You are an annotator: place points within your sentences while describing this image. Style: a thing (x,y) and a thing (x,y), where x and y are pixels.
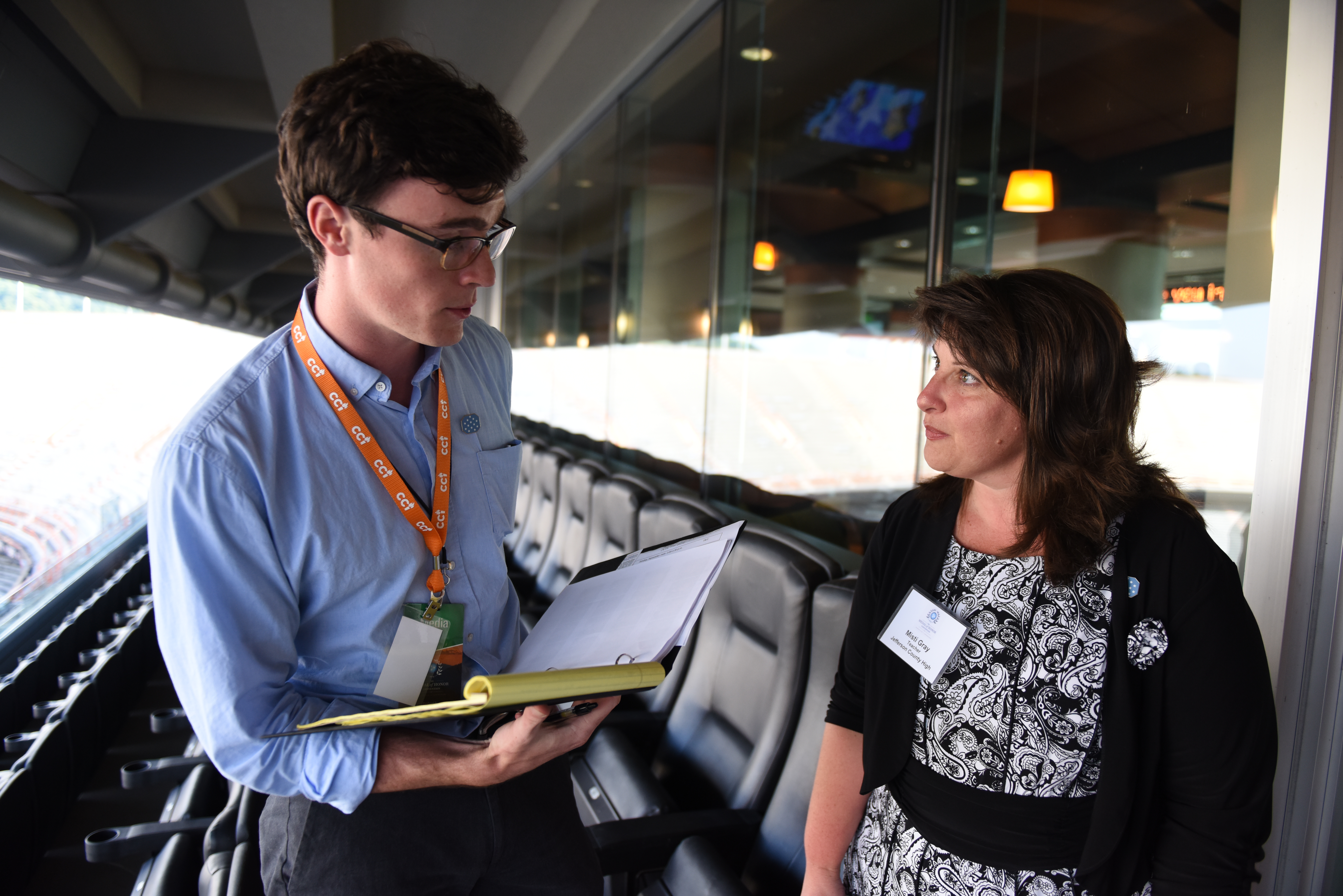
In this picture we can see there are two people (492,559) standing and a man (520,739) is holding a file (517,698). Behind the people (323,528) there are chairs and glass windows (589,261). Behind the windows (621,313) there are lights (1015,174) at the top (1018,197).
